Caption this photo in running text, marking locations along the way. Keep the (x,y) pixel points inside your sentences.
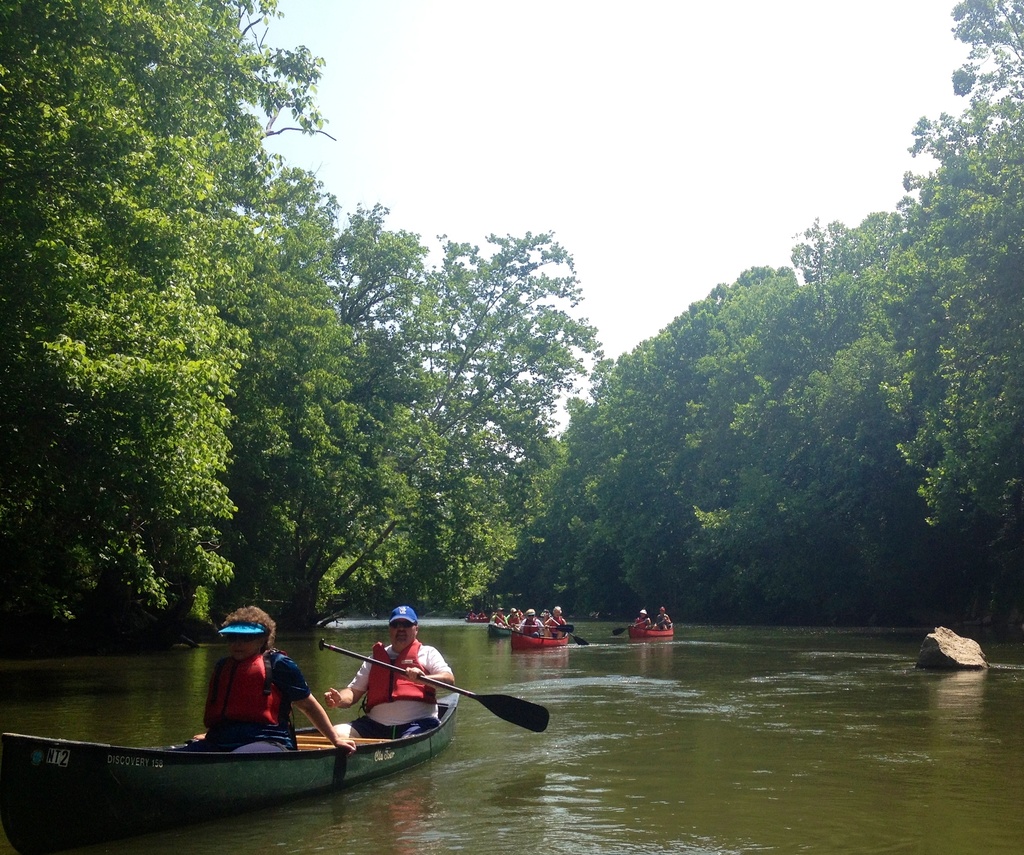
In this picture we can see some people (283,701) traveling in boats (551,639), we can see paddle (513,712) here, on the right side (960,647) there is a rock (961,660), we can see some trees (879,514) in the background (890,527), there is the sky (766,87) at the top of the picture (693,86).
